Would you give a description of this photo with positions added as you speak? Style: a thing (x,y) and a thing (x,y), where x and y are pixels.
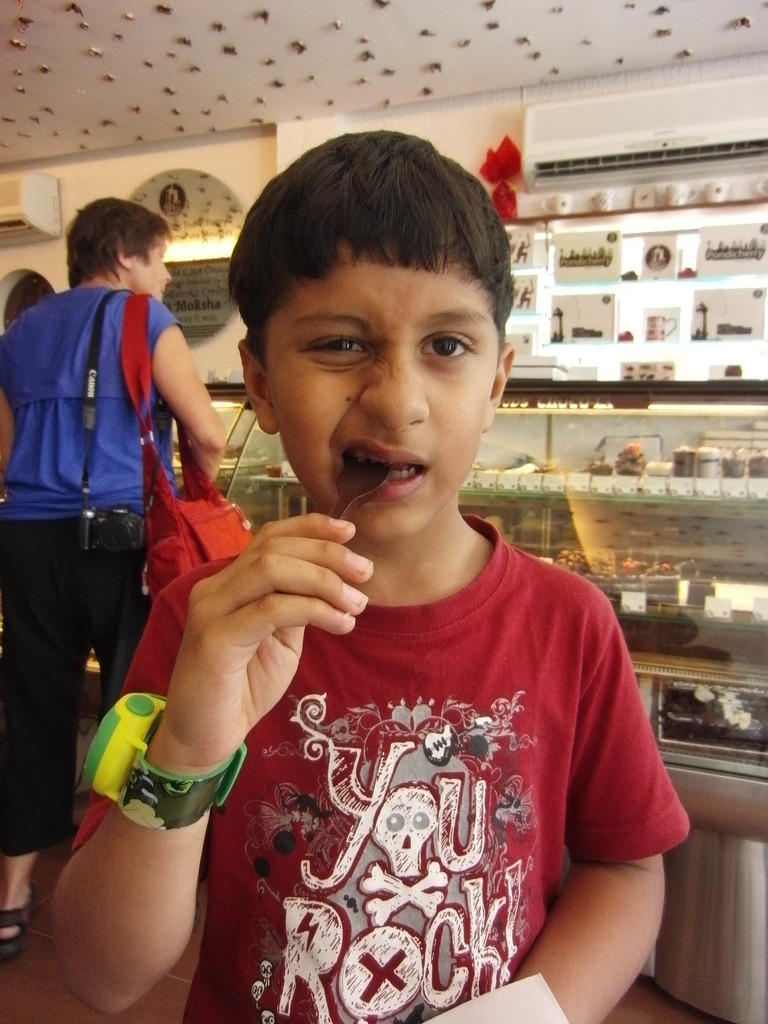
As we can see in the image there is wall (697,183), few shelves (625,240), glass (612,444), sweets (709,464) and two persons (322,542) standing. The boy (415,693) standing in the middle (490,677) is wearing red color t shirt (439,825). The person (55,337) standing on the left side (40,403) background (48,331) is wearing blue color dress (111,438) and red color bag (173,572).
